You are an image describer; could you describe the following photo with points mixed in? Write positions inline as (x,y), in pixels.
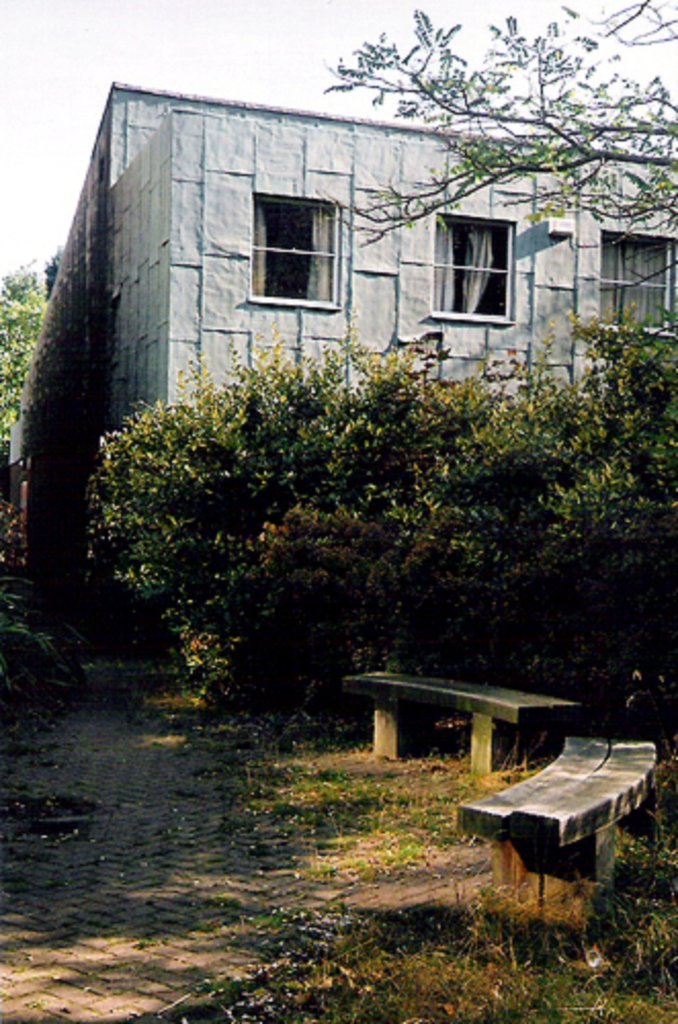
In the foreground of this image (491,739), there are two benches (564,795) on the right side of the image (546,792) and in the background (517,513), there are plants (588,560), building (155,230), trees (28,298), and the sky (107,81). On the left side of the image (52,891), there is a path (47,907).
